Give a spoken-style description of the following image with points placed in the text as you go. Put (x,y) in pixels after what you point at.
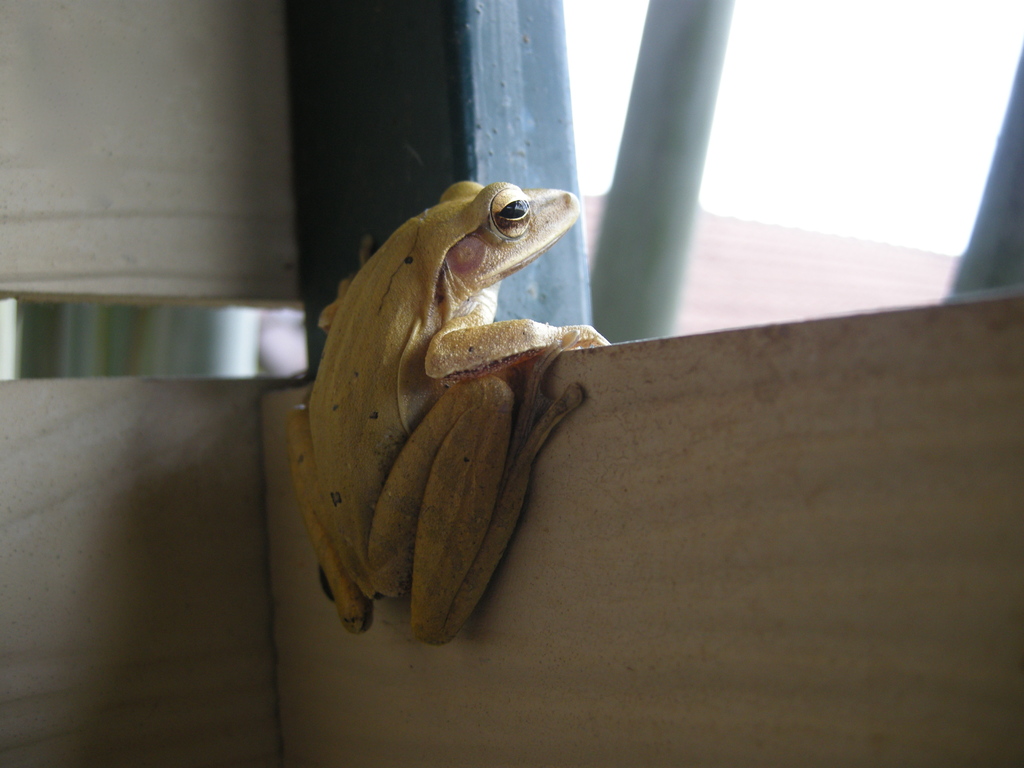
In the image we can see a frog (429,358). It is in cream color. It is climbing the wooden board (779,505). On the top (893,113) we can see a sky (850,118).
